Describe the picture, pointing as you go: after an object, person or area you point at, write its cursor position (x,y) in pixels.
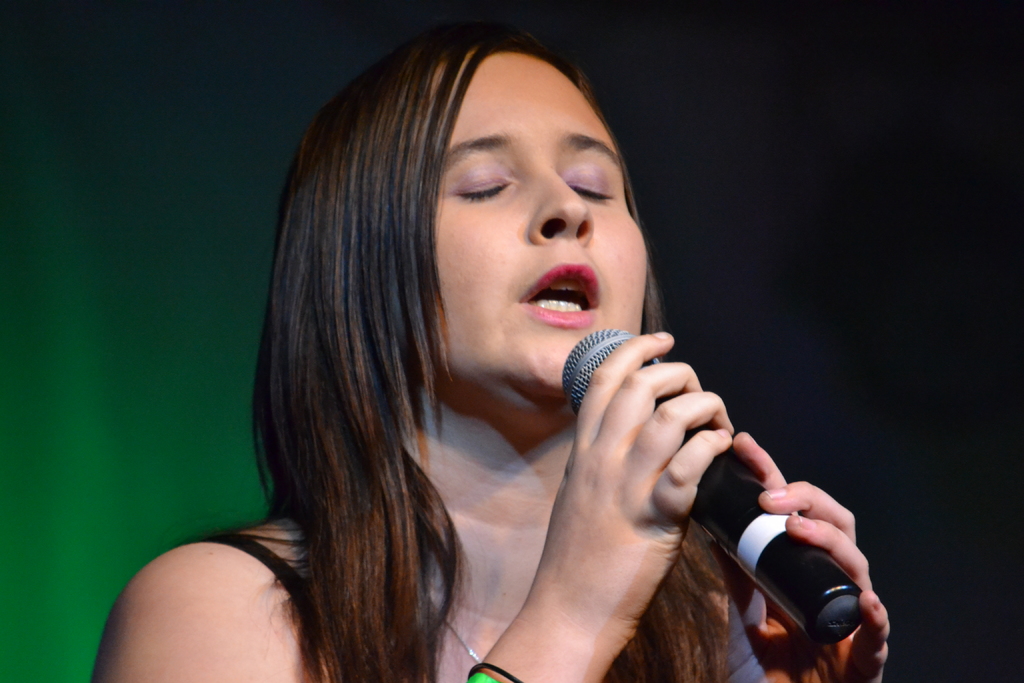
In this image we can see one person (572,130) and holding a microphone (582,374).
